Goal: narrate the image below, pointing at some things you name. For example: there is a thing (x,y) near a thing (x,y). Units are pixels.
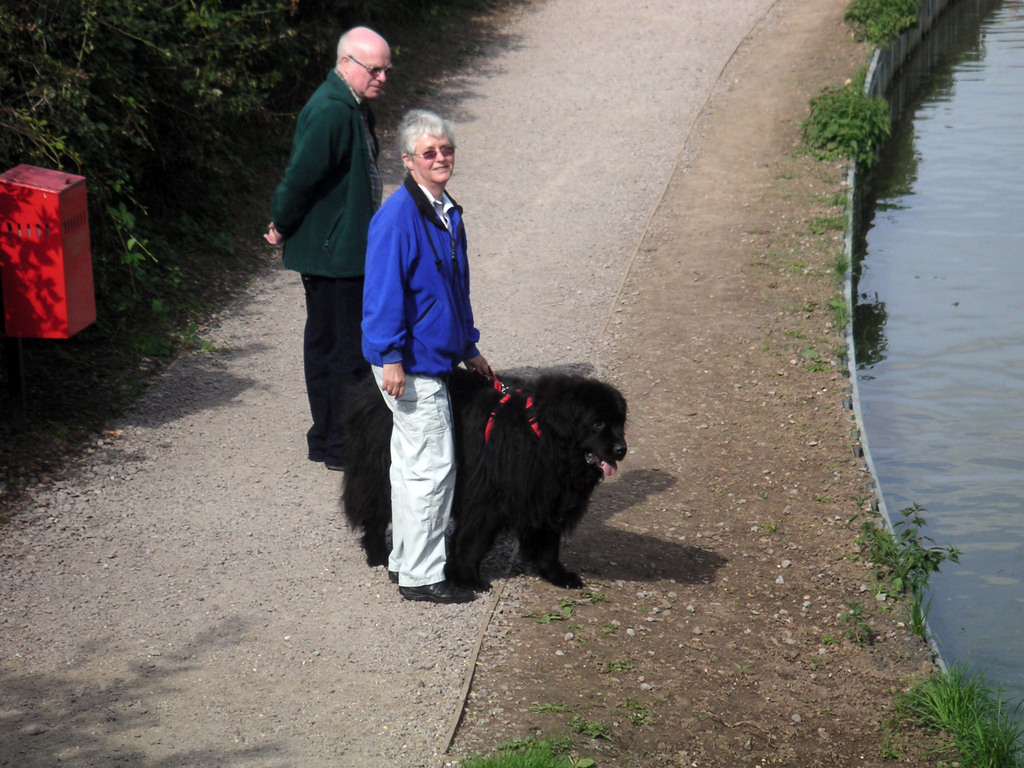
In the middle of the image (427,453) two people (449,179) are standing and there is a dog (612,404) leashed by the woman (467,295). Top right side of the image (966,64) there is water (896,163). Bottom right side of the image (944,696) there is grass (542,758). Top left side of the image (243,147) there are some trees (214,111).
